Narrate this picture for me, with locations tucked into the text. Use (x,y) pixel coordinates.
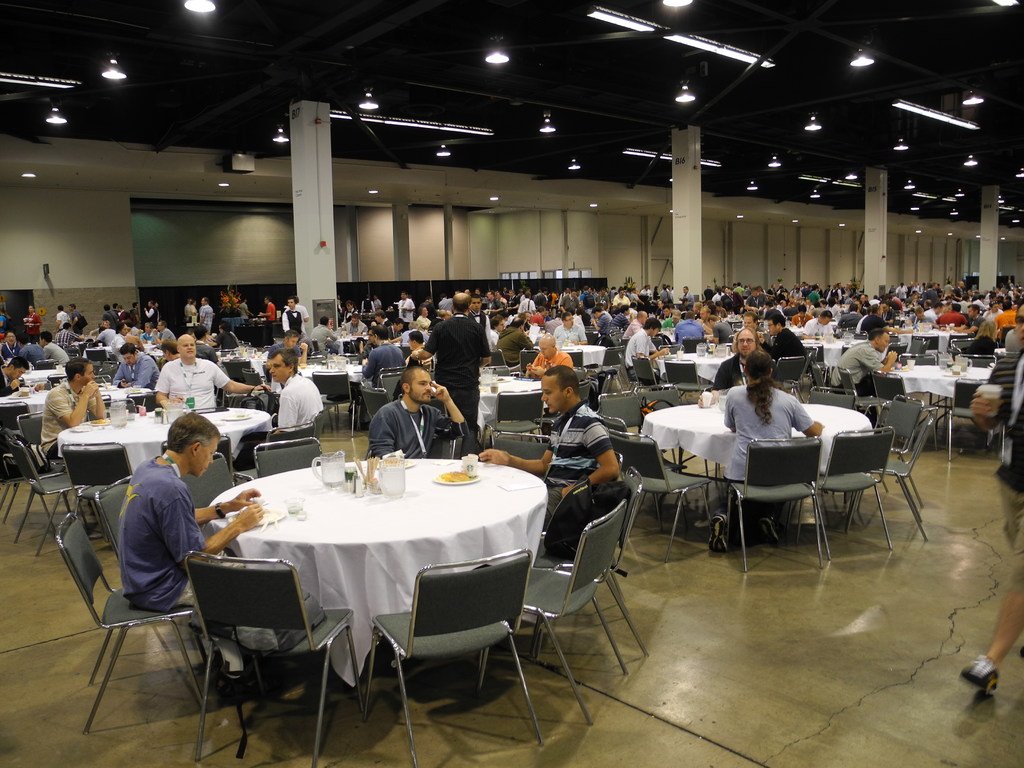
In this image i can see inside view of an auditorium (495,57). on the roof (472,45) i can see a lights (491,52). and back side of image i can see a window (239,252) with curtain (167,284). There are so many people (380,306) standing and sitting on the chair (496,420).
